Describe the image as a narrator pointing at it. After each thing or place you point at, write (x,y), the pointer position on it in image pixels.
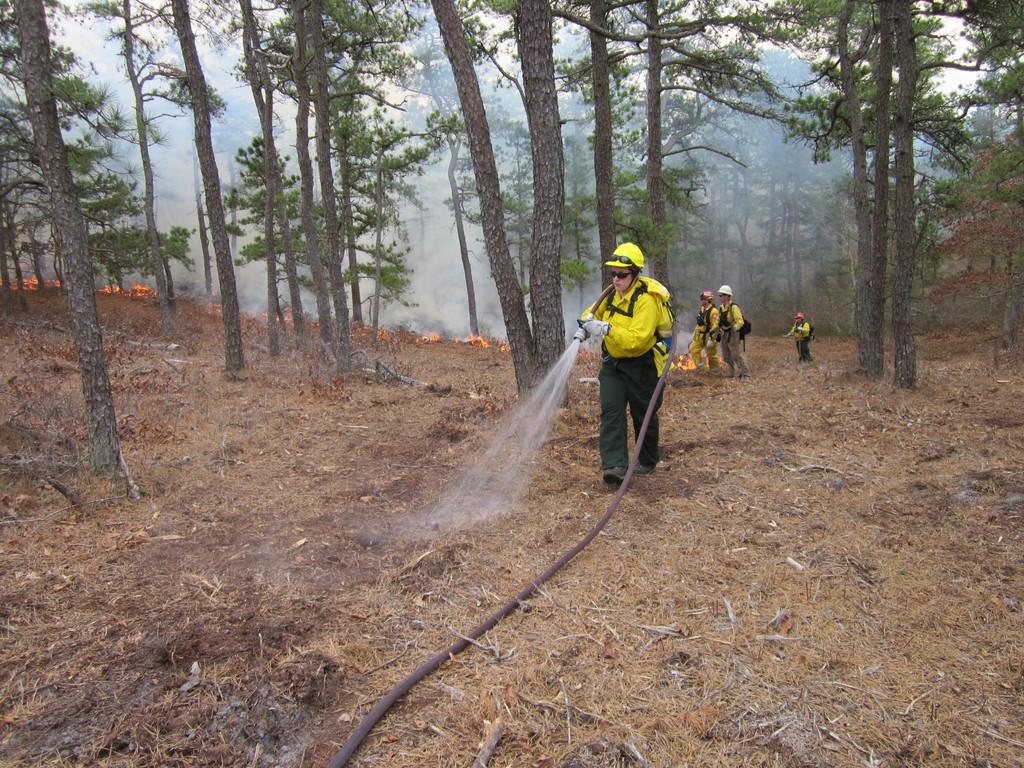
There is a person (630,339) wearing yellow dress (639,339) is standing and there is a water pipe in his hand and there are few other persons (730,319) standing behind him and there are trees (536,117) in the background (536,117).
